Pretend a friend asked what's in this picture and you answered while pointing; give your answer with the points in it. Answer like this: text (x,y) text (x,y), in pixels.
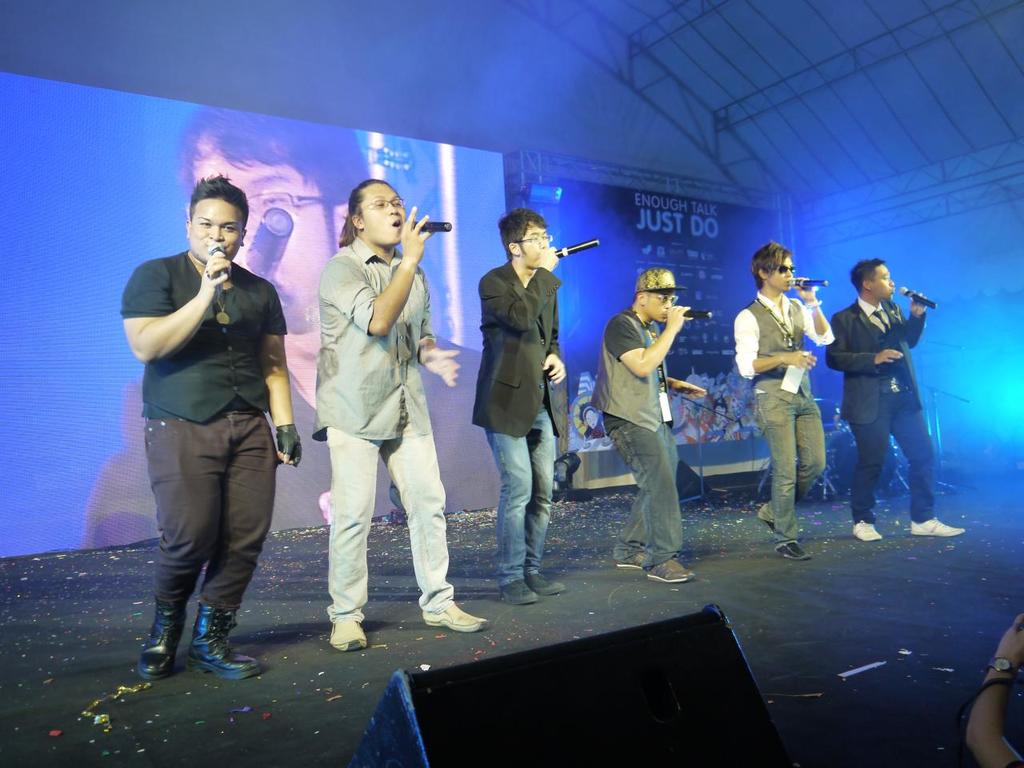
In this image in the front (625,639) there is an object (604,699) which is black in colour. In the center (383,426) there are persons (358,433) standing and performing on the stage (516,616) holding mics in their hands (886,360) and singing. In the background (325,220) there is a screen (287,204) with the person (281,205) displaying on it and there is a board (646,240) with some text (651,224) written on it. On the top (689,37) there is a tent (813,66). In the front (997,699) on the right side (987,708) there is a hand (984,696) of the person (986,709) which is visible.
